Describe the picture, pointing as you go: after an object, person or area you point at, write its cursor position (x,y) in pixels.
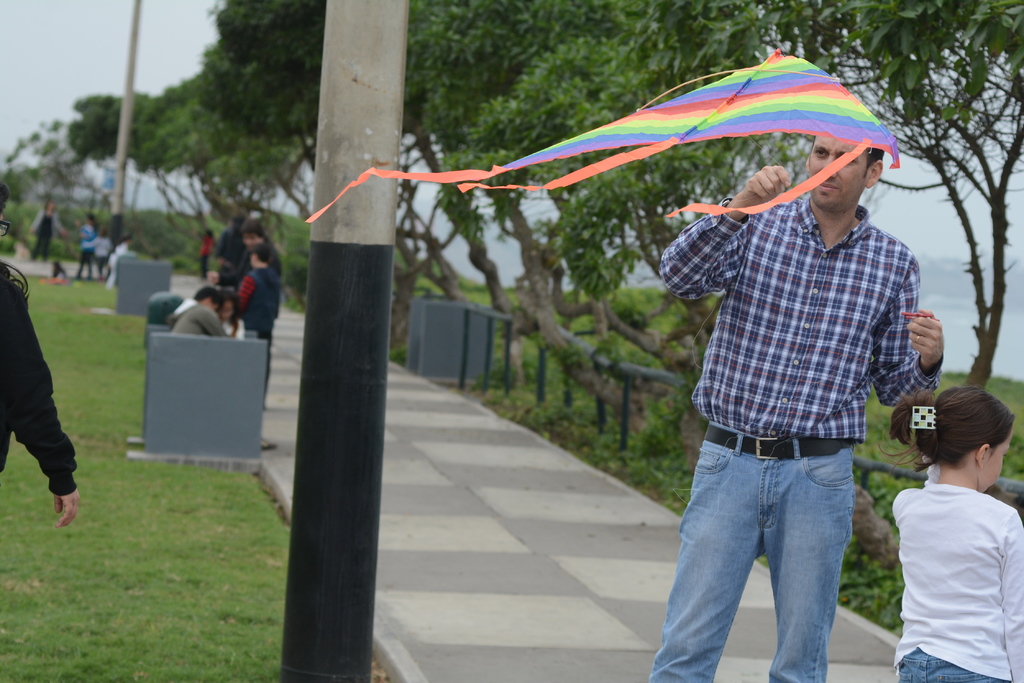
In this image we can see a man (800,499) standing and holding a kite (706,133), next to him there is a girl (986,447). In the background (135,121) there are poles (118,188), people (6,284), fence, trees (566,132) and sky (18,83). At the bottom (136,598) there is grass (155,602).
